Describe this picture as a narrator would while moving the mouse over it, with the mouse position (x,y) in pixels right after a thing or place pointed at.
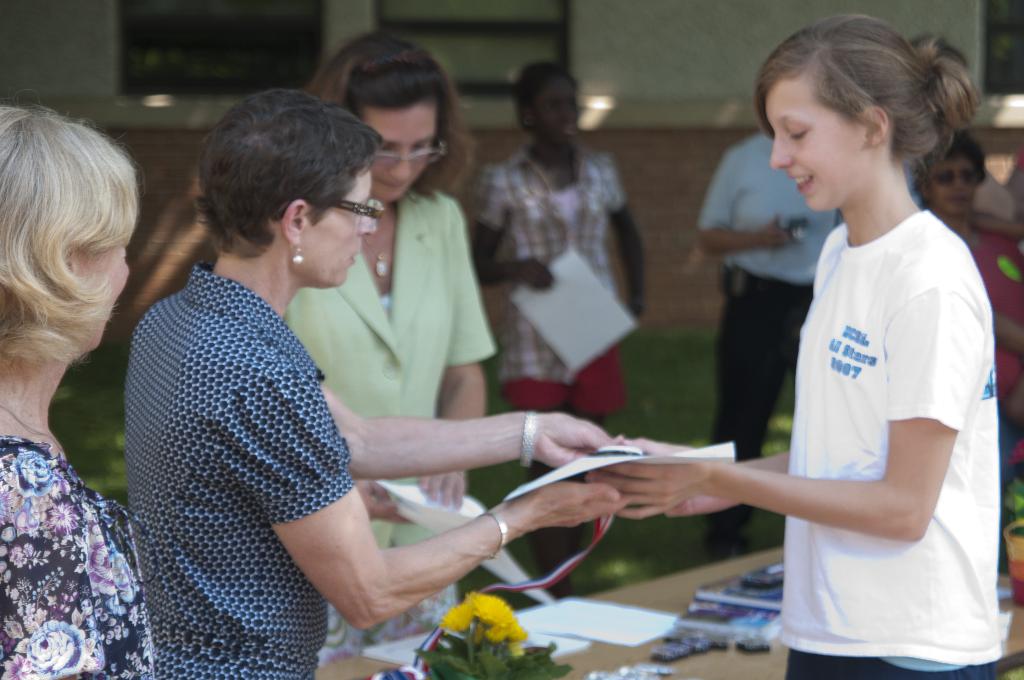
In this picture we can see a girl (816,308) wearing white t-shirt (935,602) standing in the front (648,497) and receiving the medal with old woman (267,448) wearing a blue shirt (273,577). Beside there is another woman (81,575) looking to her. Behind there are some women (448,335) standing and looking down. In the Background (480,37) there is a white wall (621,66) and windows (275,69).
